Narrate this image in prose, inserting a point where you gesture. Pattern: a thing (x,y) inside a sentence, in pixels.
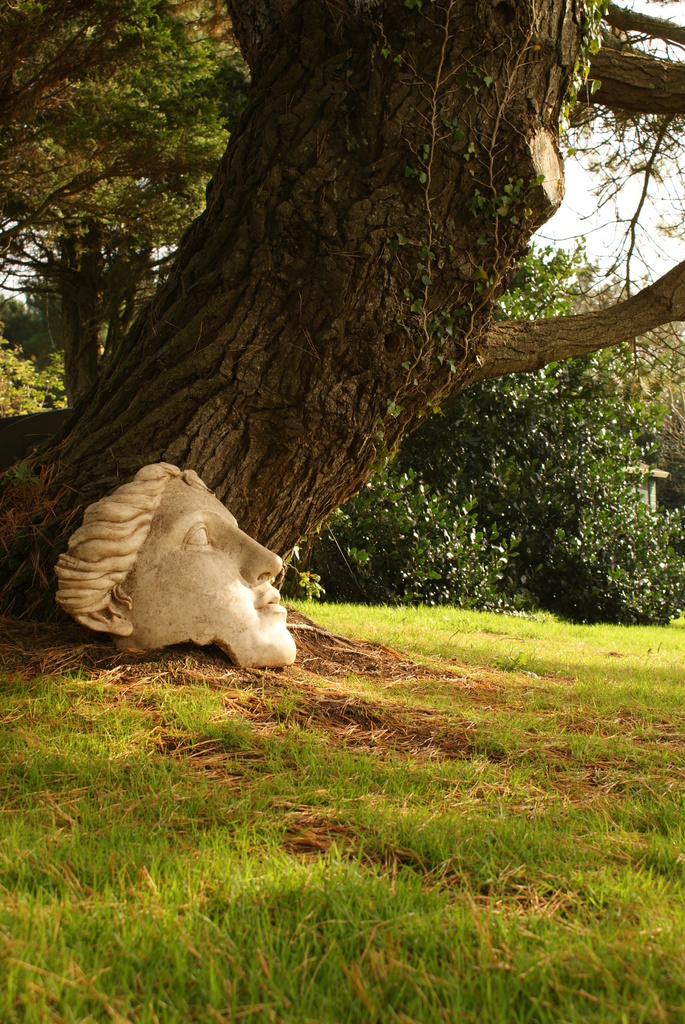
In this image in the center (266,504) there is a tree (273,444) and there is a sculpture (214,585), at the bottom (262,815) there is grass (520,672). And in the background (604,468) there are some trees (640,341) and sky (626,210).
